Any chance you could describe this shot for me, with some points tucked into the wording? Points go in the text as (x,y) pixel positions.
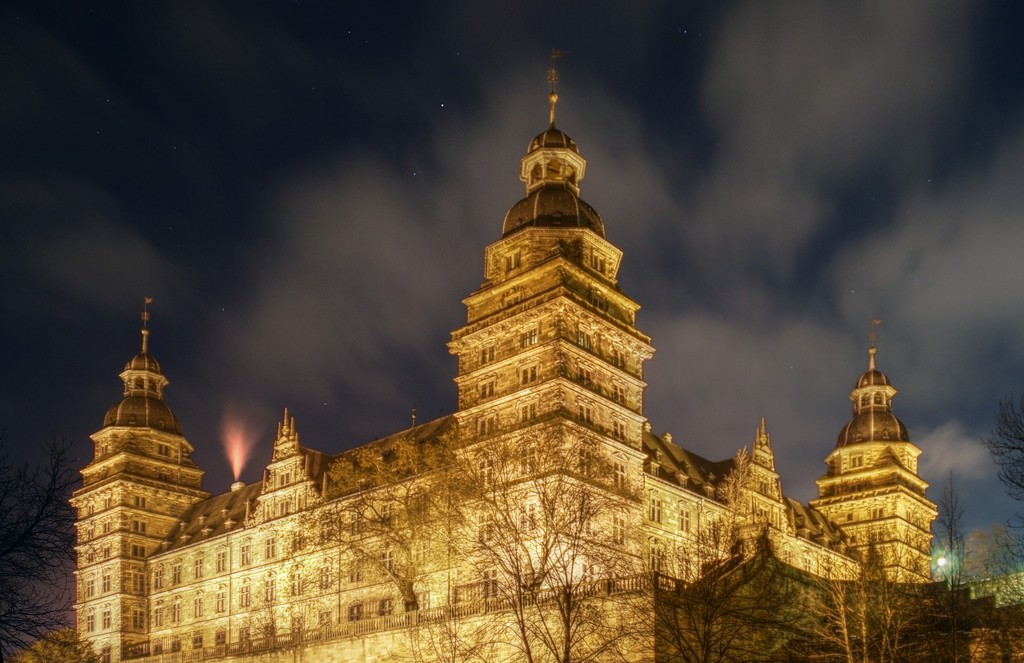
This is the picture of a building (535,551). In this image there is a building (556,480) behind the trees (530,573). At the top (130,38) there is sky (130,38) and there are clouds (621,211). On the right side of the image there is a light (944,560).
